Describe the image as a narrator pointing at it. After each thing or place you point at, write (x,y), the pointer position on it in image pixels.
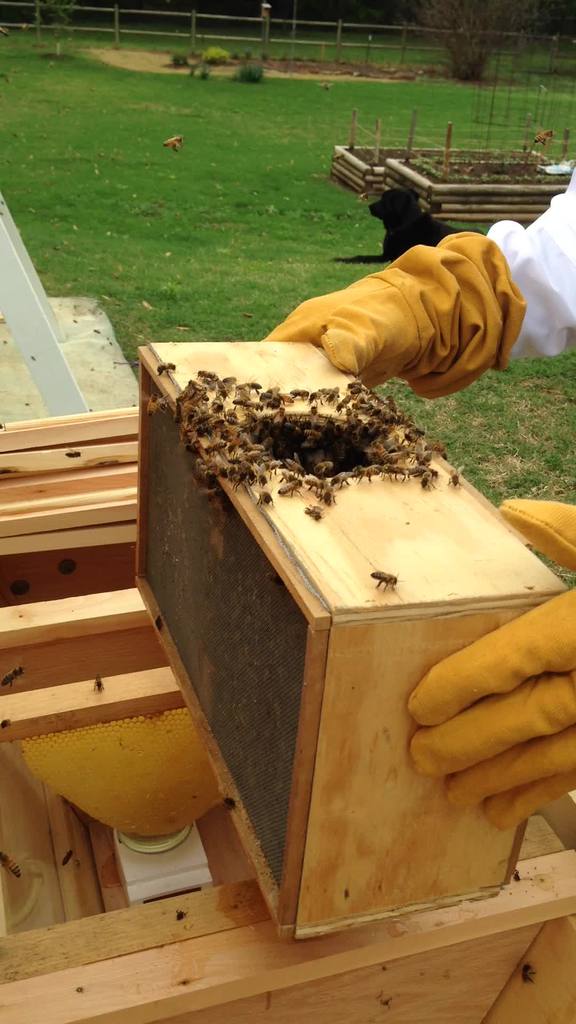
In this picture we can see hands (503,273) of a person (498,362) with gloves (327,344). We can see honey bees (180,400), bee hive boxes (206,739) and poles (192,32). There is a dog (388,259) sitting on the grass (134,326) and we can see plants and tree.
